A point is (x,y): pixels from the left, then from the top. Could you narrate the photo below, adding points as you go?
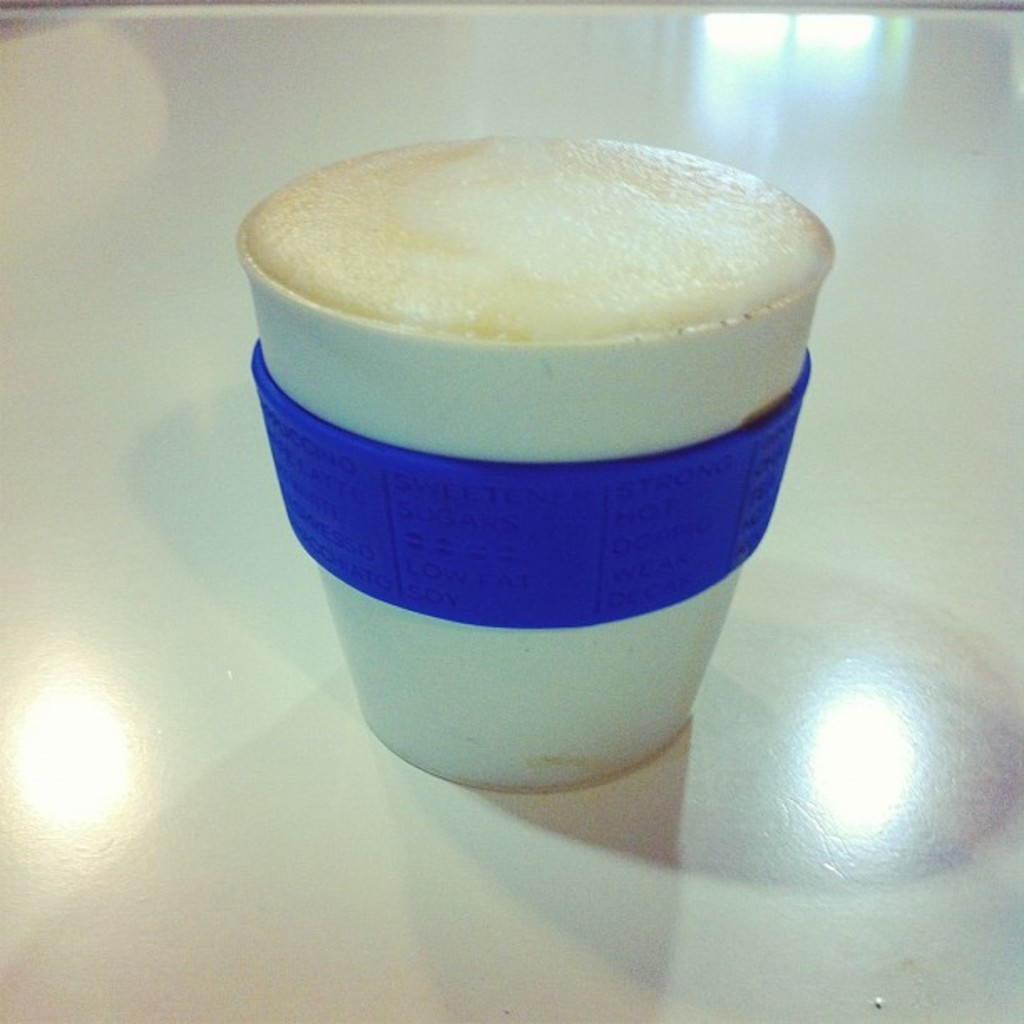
In this image I can see the white colored surface (173,718) and on it I can see a cup (567,663) which is white and blue in color with a liquid (549,180) in it which is cream in color.
